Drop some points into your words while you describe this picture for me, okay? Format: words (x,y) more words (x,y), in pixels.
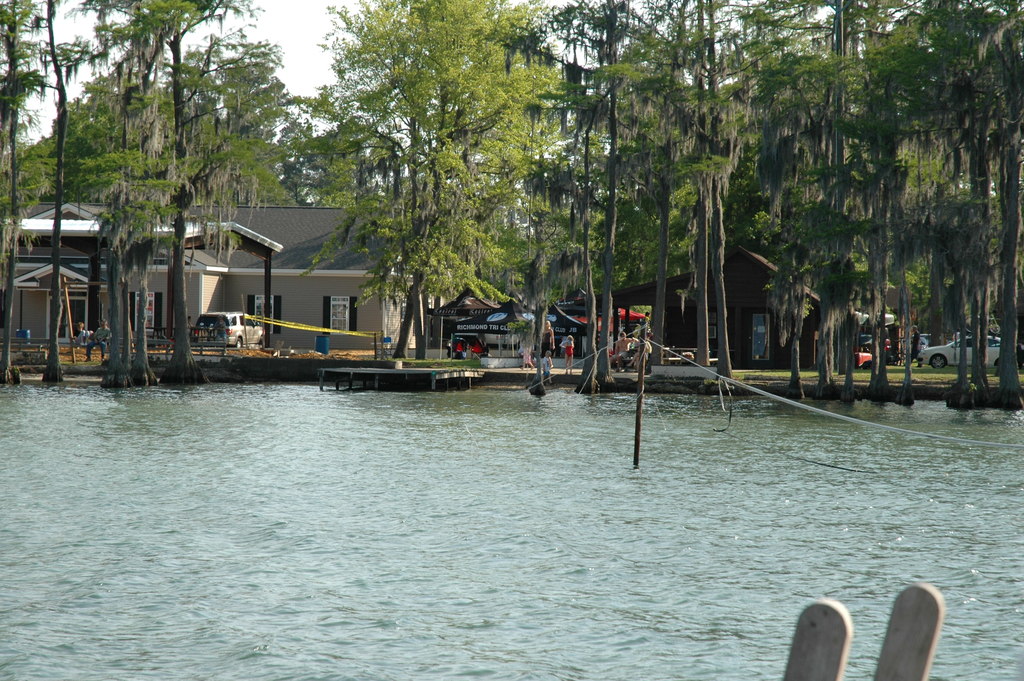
In this image I can see water (266,533), a pole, background (280,342) I can see few persons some are walking and some are sitting, few buildings (216,307), vehicles (205,319), trees (995,264) in green color, few stalls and the sky (307,57) is in white color.
